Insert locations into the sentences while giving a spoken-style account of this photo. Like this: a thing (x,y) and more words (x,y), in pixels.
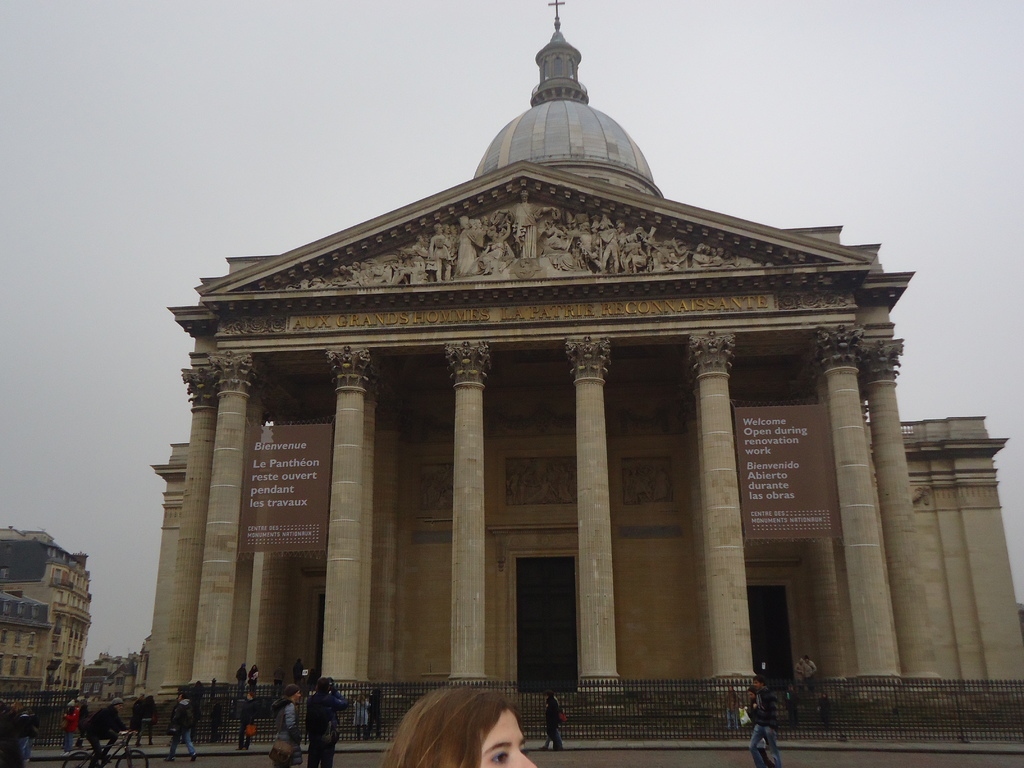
There is a building (535,413) with pillars (358,612). On the building (355,627) there are posters (781,442) and sculptures (535,253). Also there are doors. In front of the building (738,575) there are railings (672,696). And there are many people (287,696). One person (113,706) is riding a cycle (125,737). On the left side (43,598) there is another building (69,576). In the background (125,173) there is sky (725,108).
